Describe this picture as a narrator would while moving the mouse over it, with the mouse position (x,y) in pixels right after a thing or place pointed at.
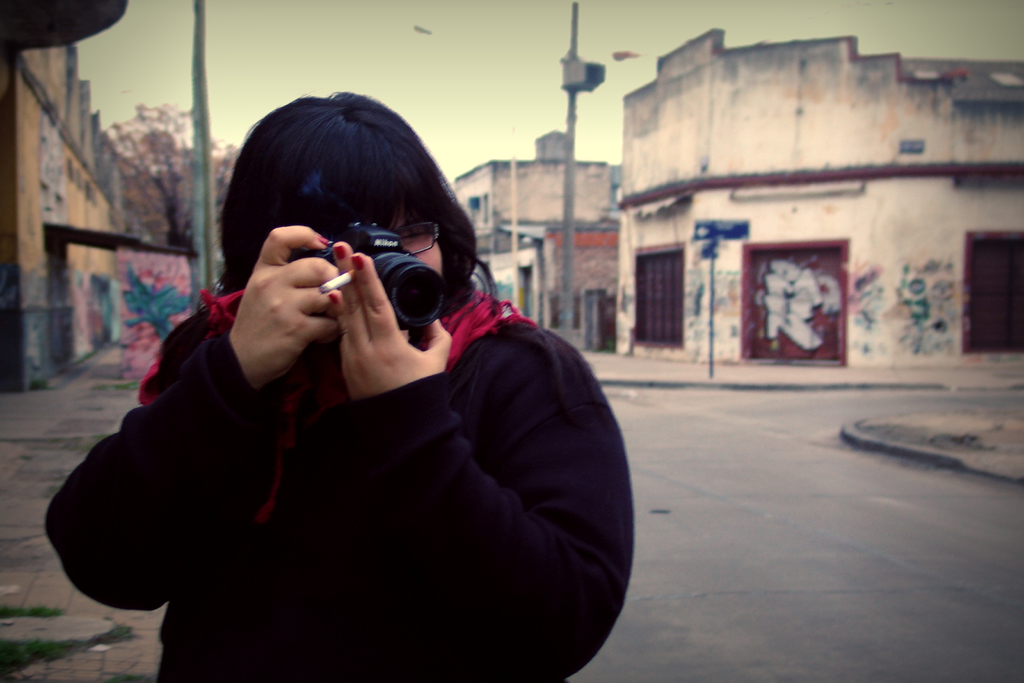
In this image, In the left side (243,624) there is a woman (246,417) standing and holding a camera (404,298) which is in black color, In the right side (931,499) there is a road (887,556) and there is a wall (838,154) which is in white color and there is a pole (570,160) which is in gray color.
